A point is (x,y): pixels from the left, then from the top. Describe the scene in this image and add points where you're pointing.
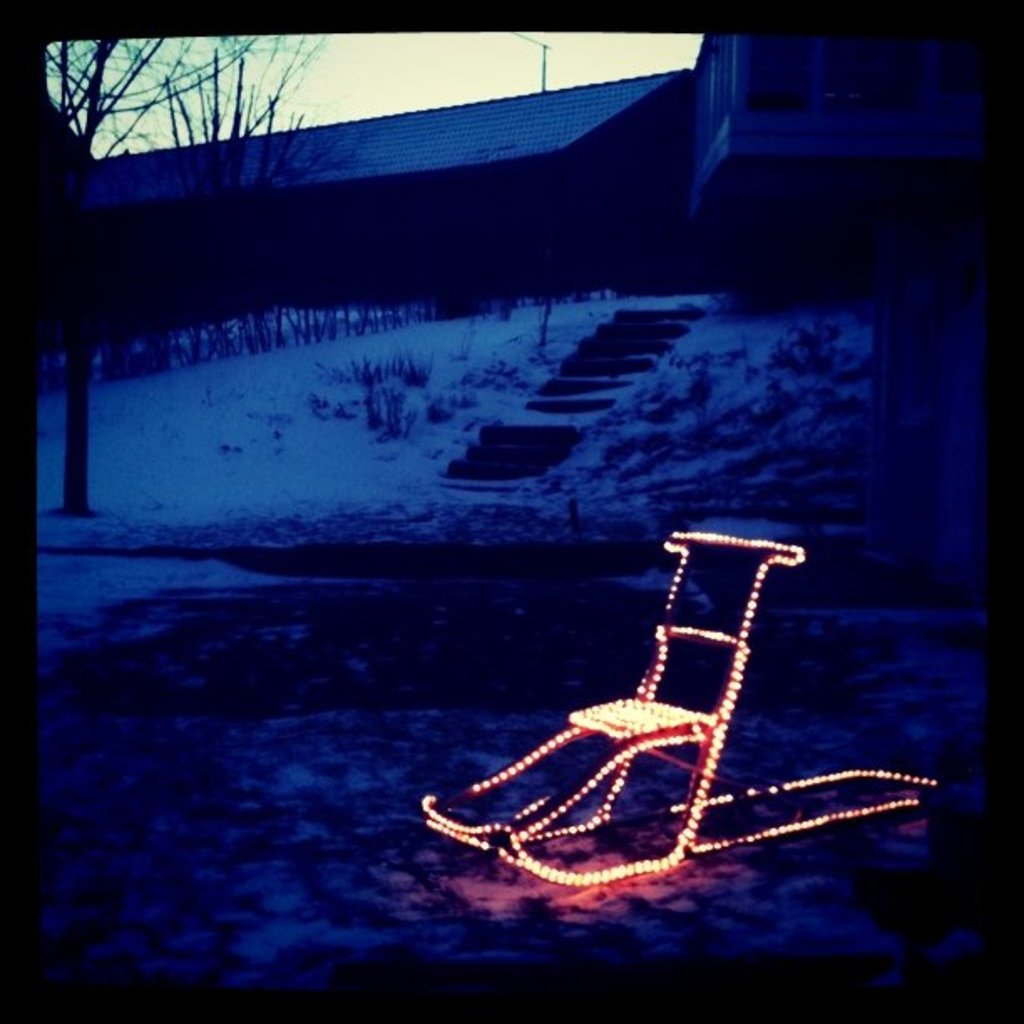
In this picture we can see a chair (686,857) with lights (652,866) on the snow (691,349), houses (716,150), trees (73,383), steps (600,354) and plants (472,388). In the background of the image (559,74) we can see the sky (609,35).
